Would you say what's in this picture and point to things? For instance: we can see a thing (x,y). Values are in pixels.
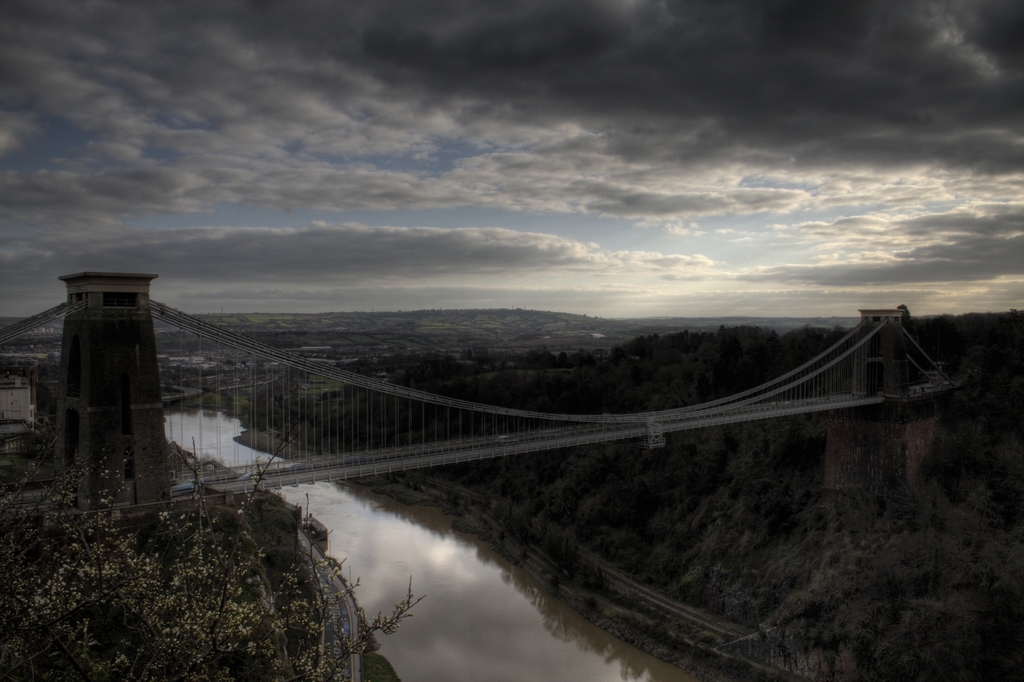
In this image I can see the bridge (568,413), background (606,407) I can see the water (485,578), trees (757,357) in green color, few buildings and the sky (372,180) is in blue, white and gray color.
